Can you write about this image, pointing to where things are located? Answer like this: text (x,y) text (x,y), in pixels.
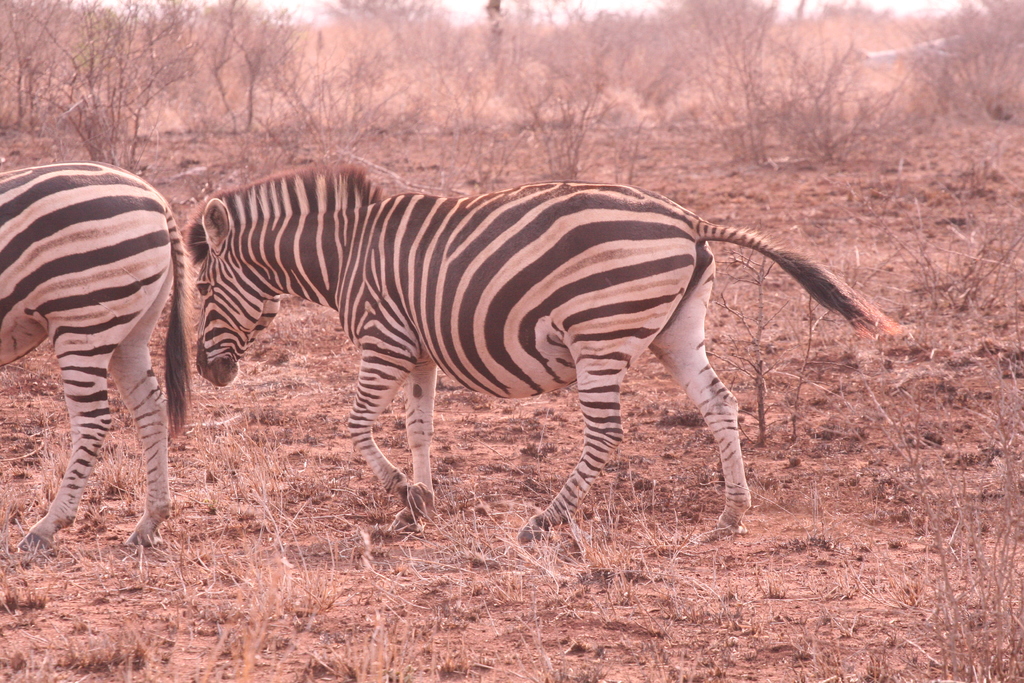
In this image we can see zebras (207,350) walking on the ground (302,570). In the background (873,75) we can see trees (745,77), plants (518,87) and sky (483,6).
